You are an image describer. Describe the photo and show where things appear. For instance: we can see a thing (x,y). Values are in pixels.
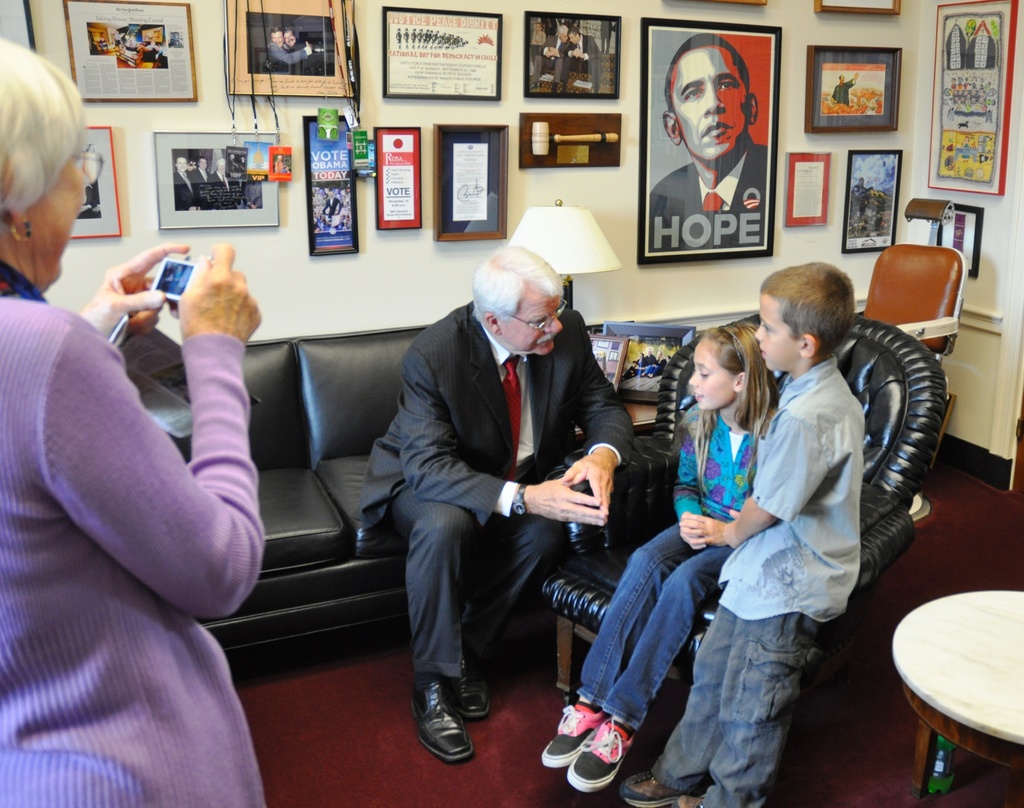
In a picture there are people (577,382) in which man (444,478) sitting on a sofa (387,528) and a girl (648,584) is sitting on the chair (633,516) a boy (751,589) is standing near the girl (709,436) a woman (53,614) is capturing an image standing bit far away from the man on the wall (131,233) we can see many frames (169,161) present there is a table (961,631) near the chair (685,360) there is also a house lamp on the table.
